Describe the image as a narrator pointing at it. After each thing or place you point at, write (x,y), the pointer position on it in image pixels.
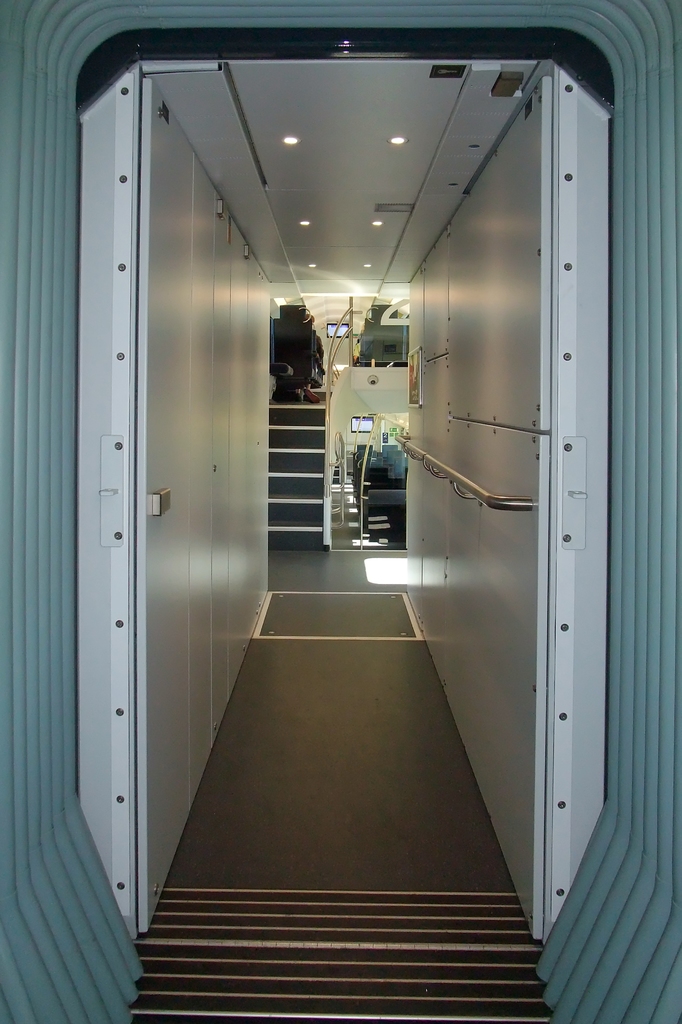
In this image we can see an inside view of a room (296,912). In the background (341,499) we can see a staircase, poles (365,458) and some lights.
